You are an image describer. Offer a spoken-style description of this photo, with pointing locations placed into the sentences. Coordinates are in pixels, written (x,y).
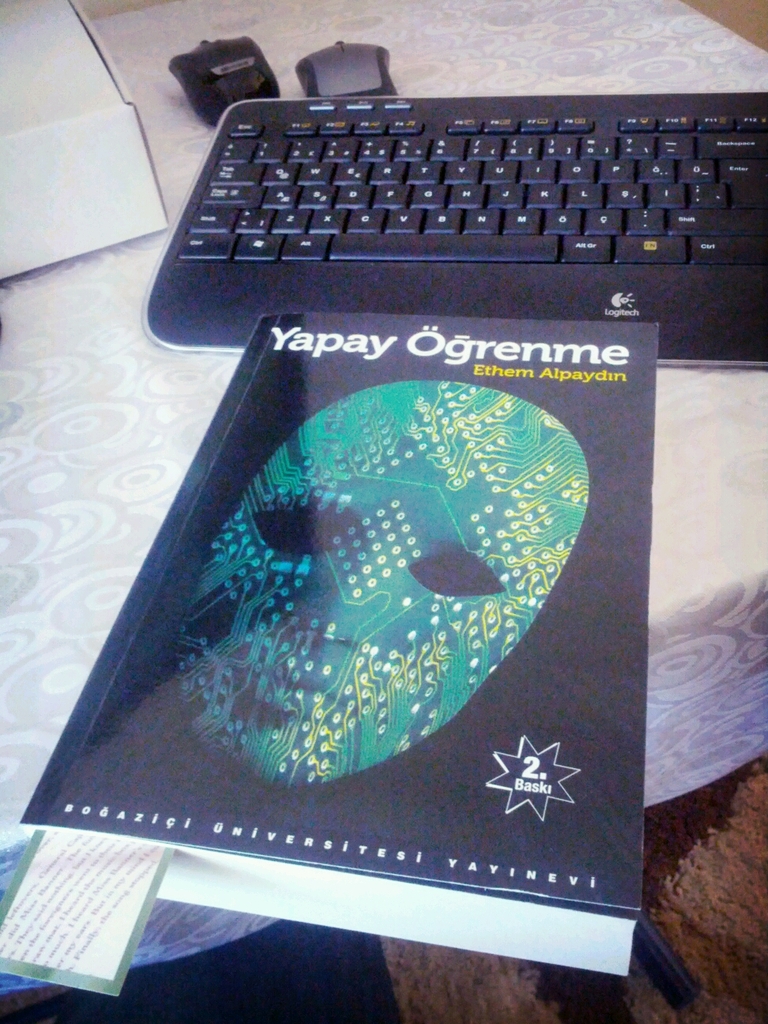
Here in this picture we can see a table (140,45), on which we can see a key board (229,117), a couple of mouses (215,72) and a book (355,428), on which we can see a mask picture (415,580) present on it over there.
